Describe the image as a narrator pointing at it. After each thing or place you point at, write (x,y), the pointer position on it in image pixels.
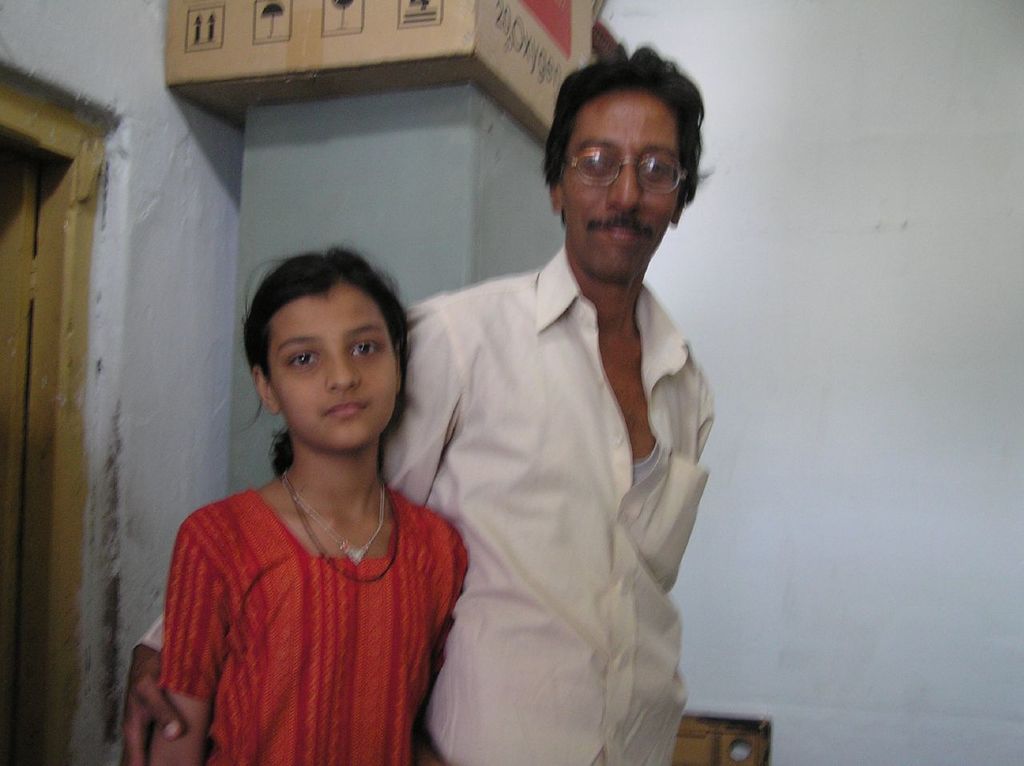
In this image, there are a few people (611,640). Among them, we can see a person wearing spectacles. We can see the wall (200,109), a metal object (433,105) and a cardboard box (297,30). We can see the door (64,334) on the left (66,268). We can also see an object (688,754) at the bottom (681,739).
